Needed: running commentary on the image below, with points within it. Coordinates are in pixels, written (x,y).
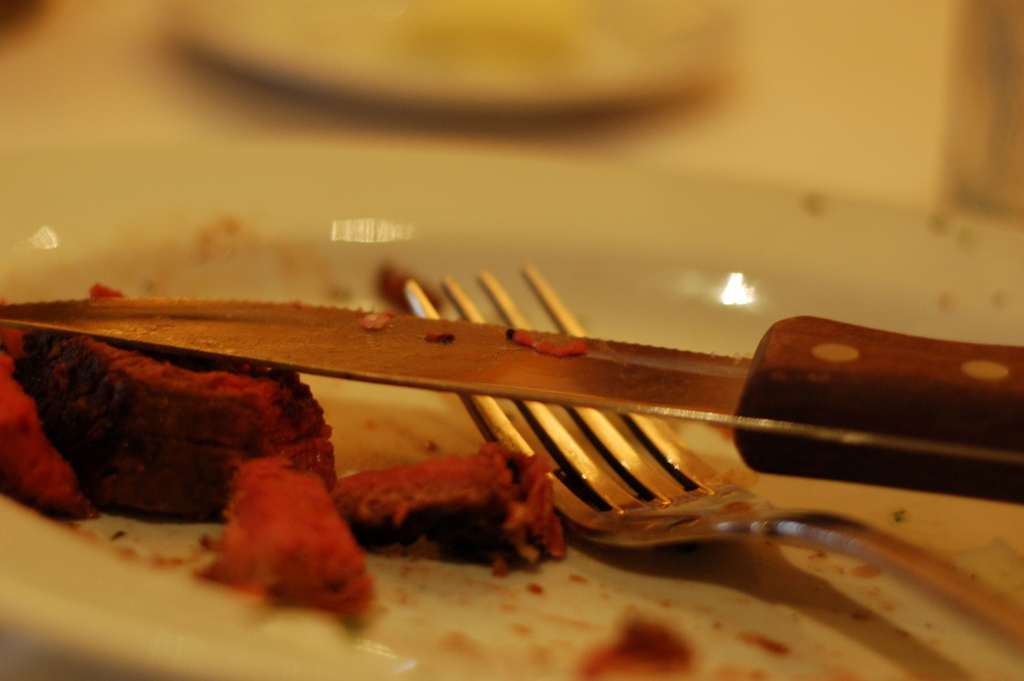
In this image we can see some food item (69,387) which is in white color plate (274,267) there is knife (662,410) and fork (553,477) on the plate (469,426).
